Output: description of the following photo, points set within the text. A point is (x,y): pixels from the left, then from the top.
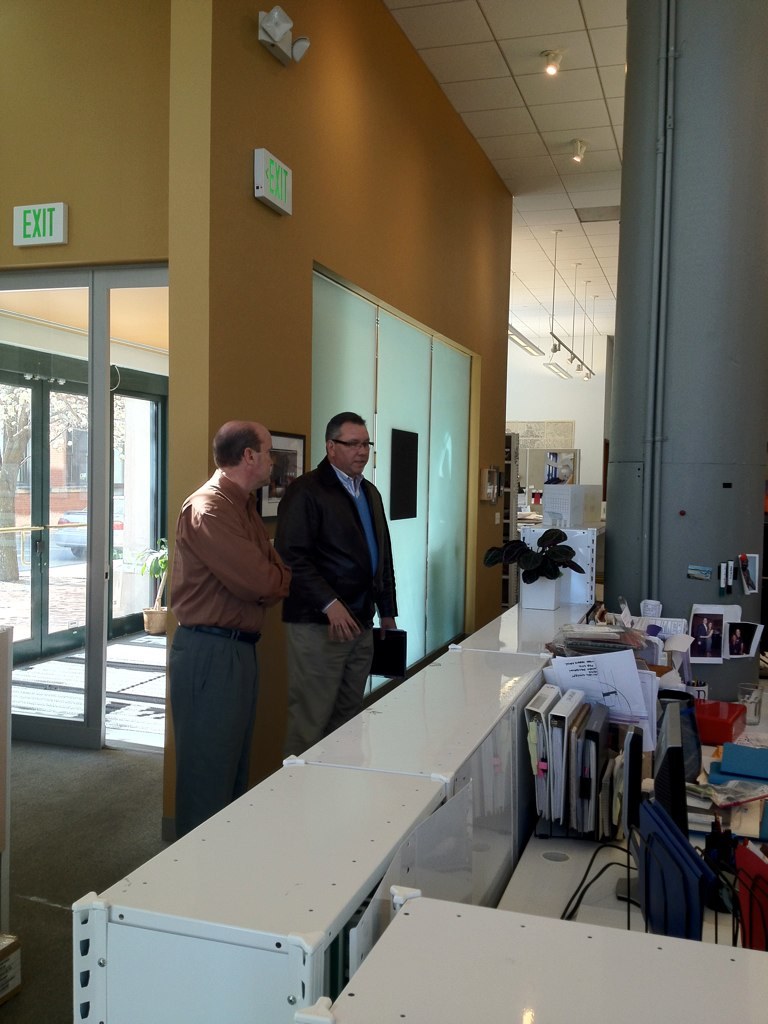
In this image we can see two men (176,538) standing on the floor (65,966). We can also see the files (593,742), papers (651,691), photographs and some other objects (683,763) on the table (610,902). Image also consists of two white color cupboards (582,1014). We can also see the plants (502,549), glass doors (116,562) and also two exit boards (44,237) attached to the plain wall (244,216). On the right (680,126) we can see a pillar (741,77) and also the ceiling lights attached to the ceiling (612,303).
